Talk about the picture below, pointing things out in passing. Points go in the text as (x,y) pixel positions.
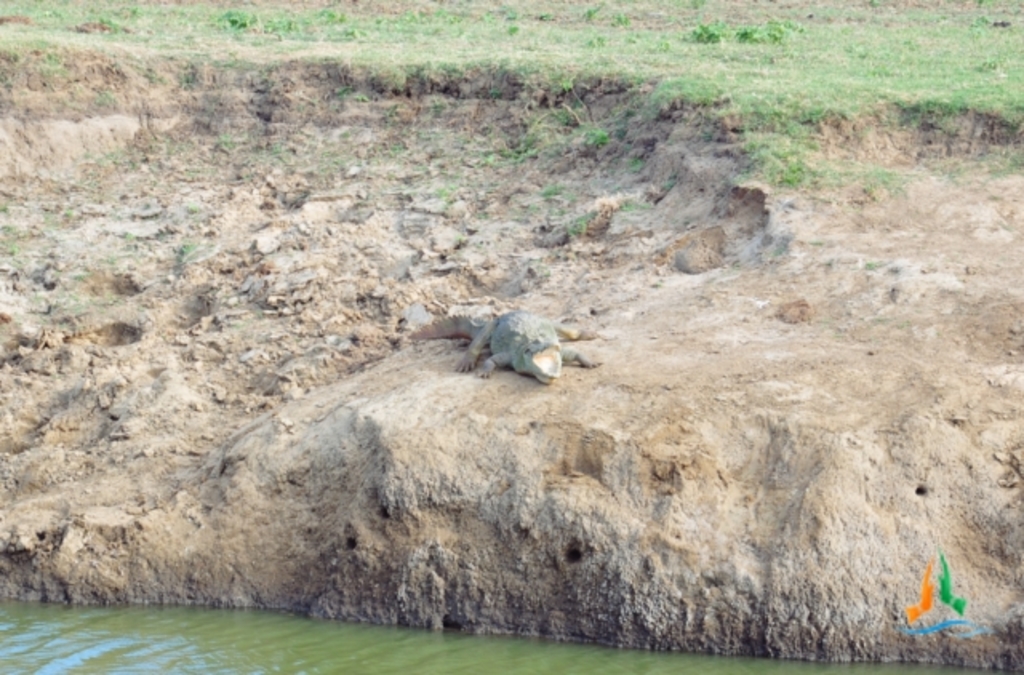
At the bottom of the picture (232,654), we see water (294,640) and this water (372,667) might be in the pond (361,634). In the middle of the picture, we see the crocodile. In the background (336,11), we see the grass (668,67).
